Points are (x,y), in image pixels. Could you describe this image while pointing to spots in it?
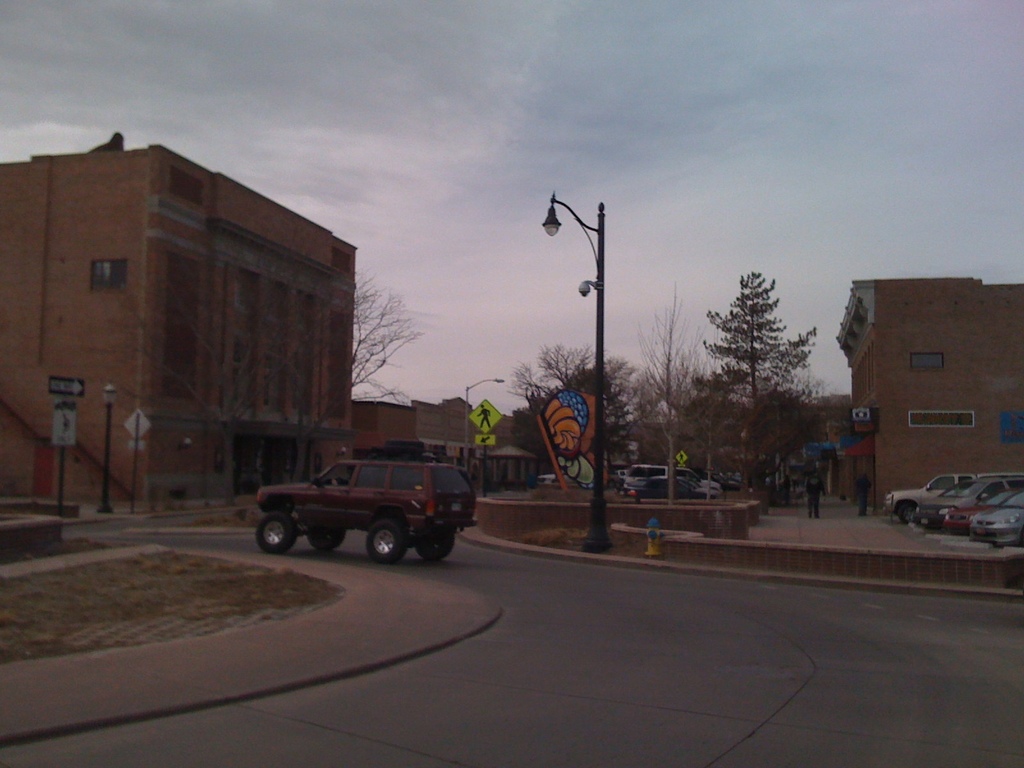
At the top of the picture (673,111) we can see sky (605,104) with clouds (471,75). These are the buildings (953,361). Here we can see few vehicles (978,513) parked over here. We can see few persons (813,490) standing. This is a sign board (60,426). This is a road (611,695). This is a car (426,521). This is a street light (590,228).
